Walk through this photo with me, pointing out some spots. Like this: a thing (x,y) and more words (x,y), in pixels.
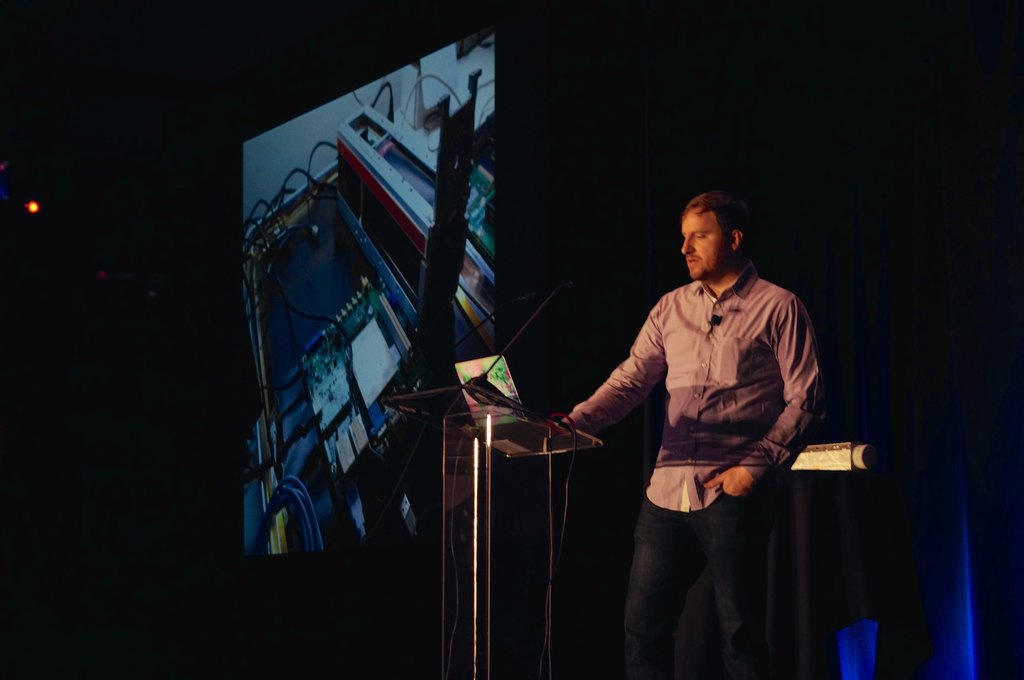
In this image I can see a man (675,332) is standing on the right side (716,259) and in the front of him I can see a podium (462,492). On the podium (490,481) I can see few mics (481,392) and a laptop (505,380). In the background (463,97) I can see a screen (476,62), blue curtain (916,516) and on the left side of this image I can see a light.
